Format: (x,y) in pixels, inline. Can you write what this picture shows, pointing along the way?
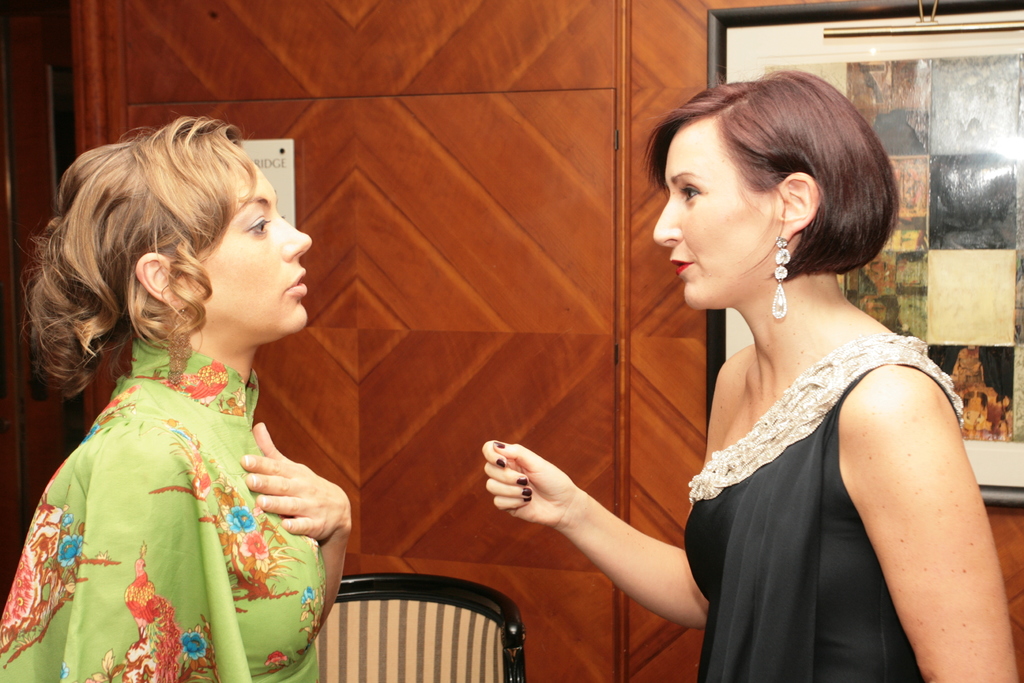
This picture shows couple of women (672,608) standing and speaking to each other and we see a photo frame (948,84) on the wall (659,29) and a chair (386,616) and we see a board (284,152) with text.
